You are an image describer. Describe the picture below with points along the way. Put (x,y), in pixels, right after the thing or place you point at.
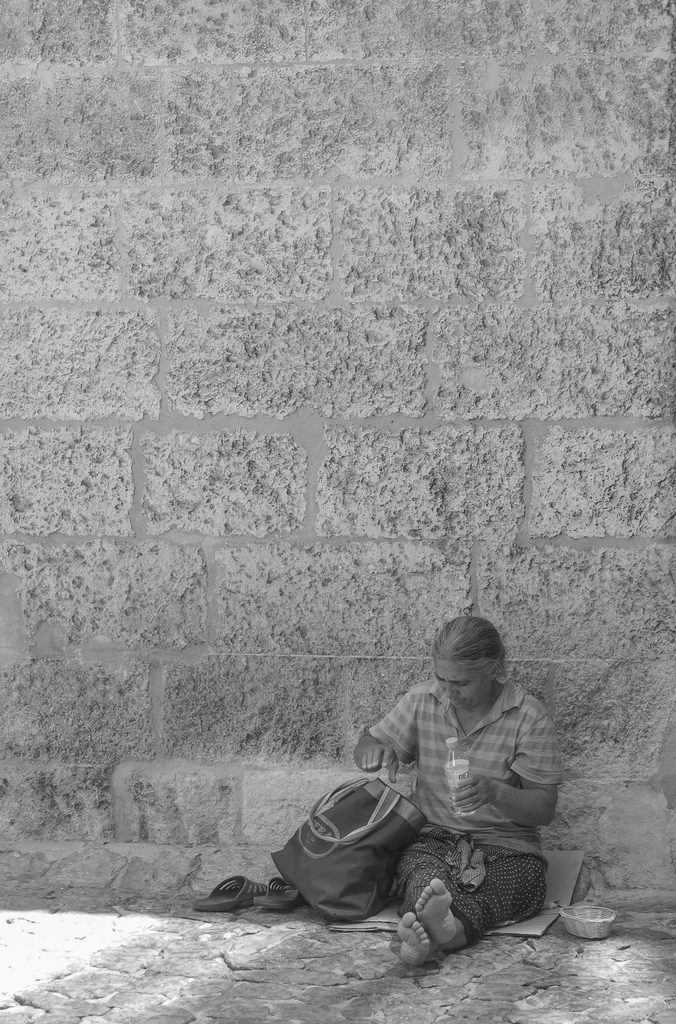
In this picture I can see a woman (511,760) seated on the ground (169,950) and I can see a bowl (591,930) and I can see a bag (338,846) and a footwear (266,895) on the left side (220,889) and I can see water bottle (470,783) in the hand (486,789) and a wall (586,805) in the back (576,789).
